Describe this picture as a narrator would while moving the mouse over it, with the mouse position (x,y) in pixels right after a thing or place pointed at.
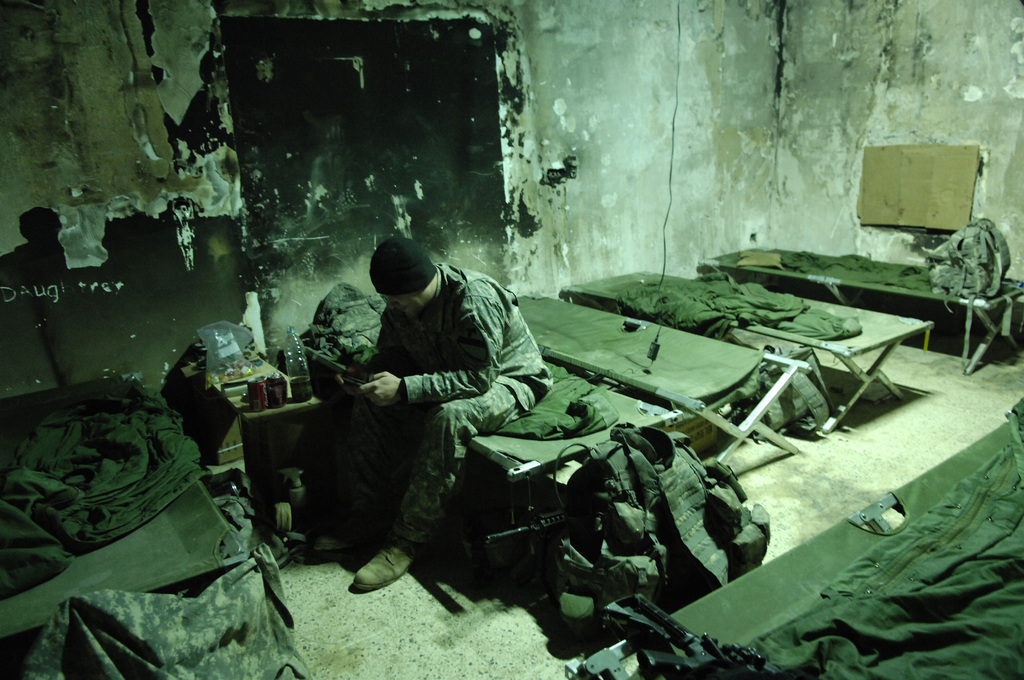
In this picture we can see a man (386,467) sitting on a cot (580,389), bed sheets (601,407), bags (355,345), bottle (298,372) and in the background (843,200) we can see wall (244,182).
